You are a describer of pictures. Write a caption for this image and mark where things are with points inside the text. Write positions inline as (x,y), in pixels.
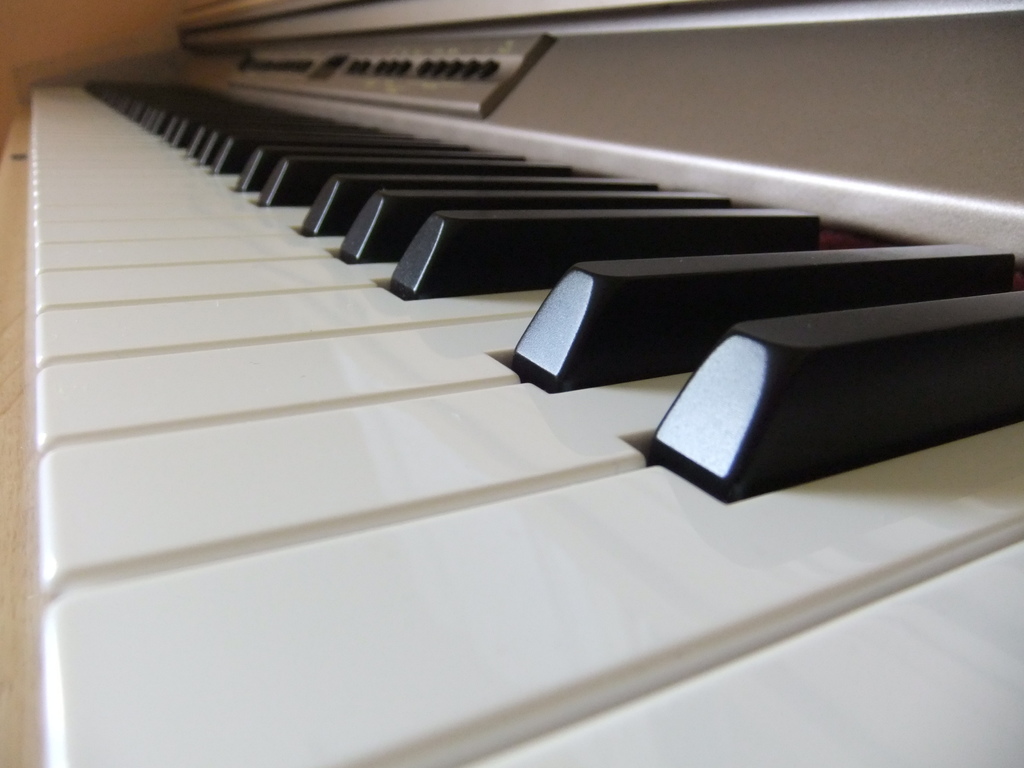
This picture shows a piano (962,714).
